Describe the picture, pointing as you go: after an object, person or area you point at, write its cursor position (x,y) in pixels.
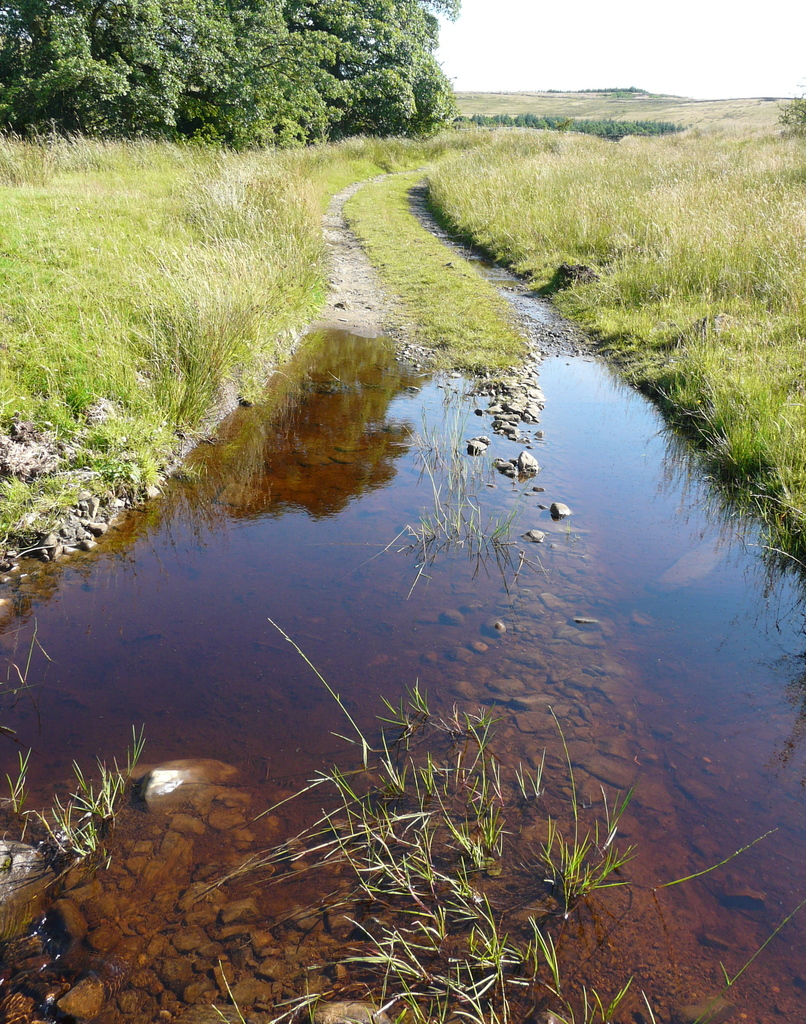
In the middle of the picture (350,489) we can see the water (262,635) with some grass plants (489,903) and on both the sides of the water (302,359) we can see the grass surface (163,240) and in the background (341,53) we can see the tree (371,129) and the sky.
